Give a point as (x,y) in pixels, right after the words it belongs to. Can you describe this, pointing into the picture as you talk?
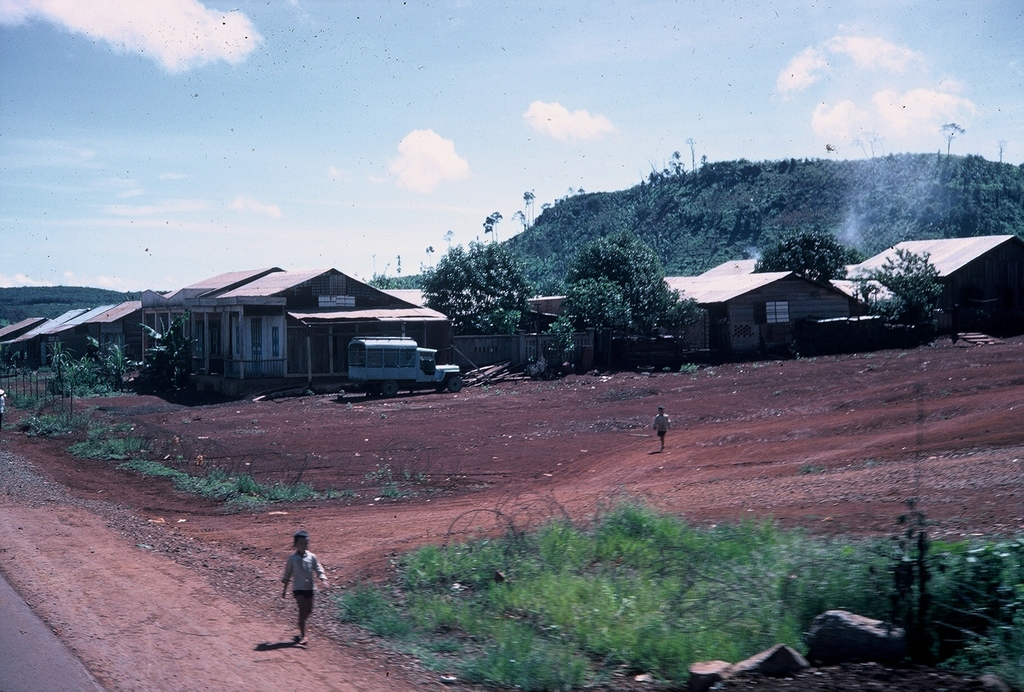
In the foreground of the picture (425,564) there are plants (681,634), stones (724,664), soil (235,624), road (4,638) and a kid (288,579) walking. In the center of the picture (570,420) there is red soil (350,466) and there are plants (267,494) and a kid (662,413). In the background (428,313) there are houses (350,317), trees (516,294) and hill (855,184). Sky (504,58) is sunny.
